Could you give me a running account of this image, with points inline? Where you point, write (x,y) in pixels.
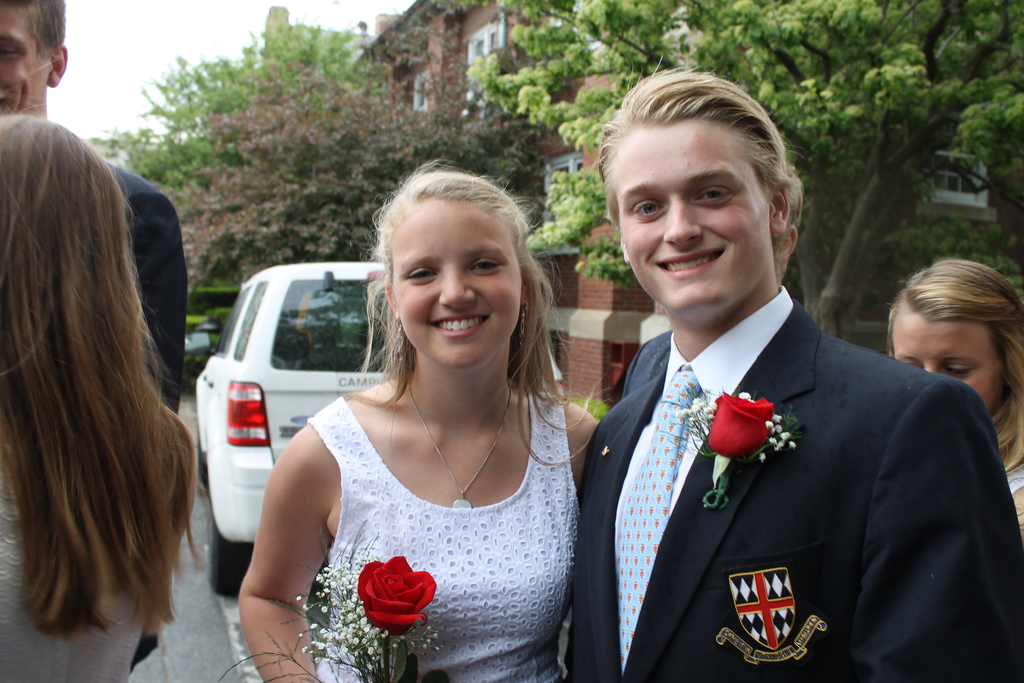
In the image we can see there are people (328,418) standing and the woman (426,668) is holding rose (399,588) in her hand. Behind there are trees (501,76) and building (424,62). There is a clear sky (134,68).
